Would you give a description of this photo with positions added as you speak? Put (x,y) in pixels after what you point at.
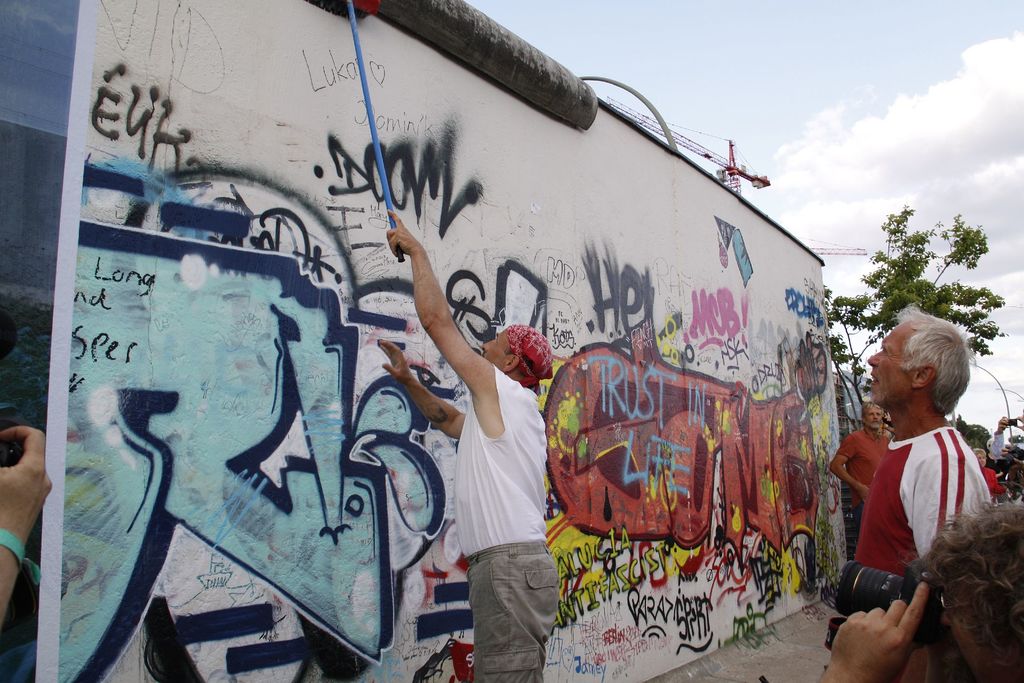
In this picture we can see few paintings (346,323) on the wall (388,335), in front of the wall (442,360) we can find group of people (918,554), at the right bottom of the image (918,619) we can see a person (876,617), and the person (920,591) is holding a camera (874,601), in the background (861,322) we can see few trees (876,326), cranes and clouds (884,185).
